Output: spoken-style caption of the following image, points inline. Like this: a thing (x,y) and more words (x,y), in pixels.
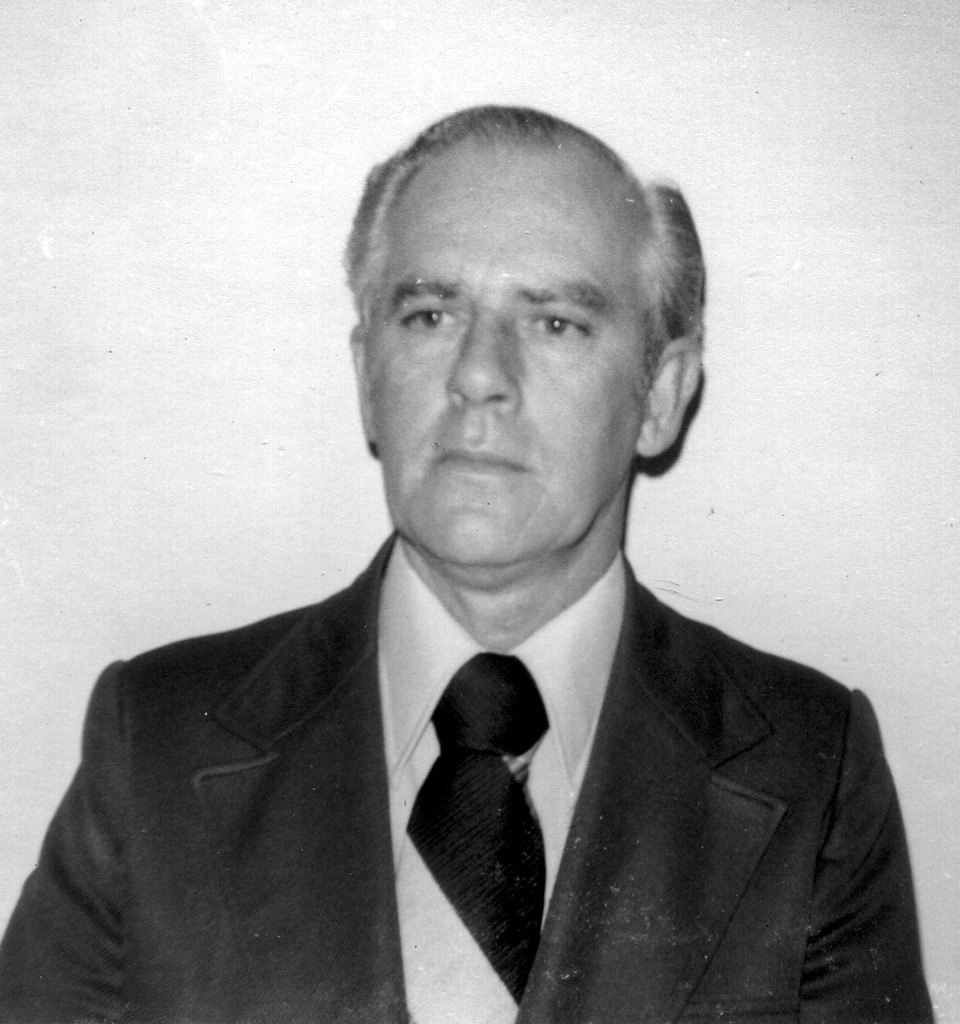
There is a person (646,693) in suit (680,749), wearing a tie (497,856) and white color shirt (490,1002). In the background (231,579), there is a white color wall (571,96).
